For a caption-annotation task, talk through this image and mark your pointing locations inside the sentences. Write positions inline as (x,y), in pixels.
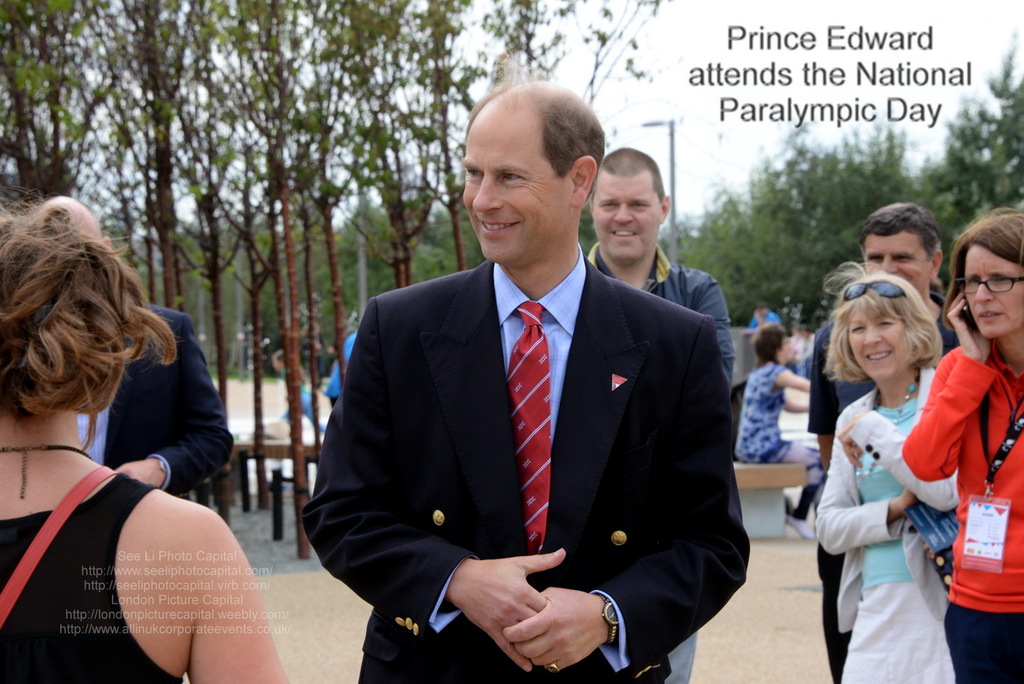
There is a person (53,474) in black color t-shirt (62,586). In the bottom left (129,561), there is a watermark (182,631). In the middle (524,301), there is a person (497,111) in a suit (432,406), smiling and standing. On the right side (883,545), there are persons (883,545) in different color dresses (898,548) standing. In the background (703,310), there are persons (778,355), a pole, trees (472,239) and there are clouds (958,54) in the sky (952,42).
